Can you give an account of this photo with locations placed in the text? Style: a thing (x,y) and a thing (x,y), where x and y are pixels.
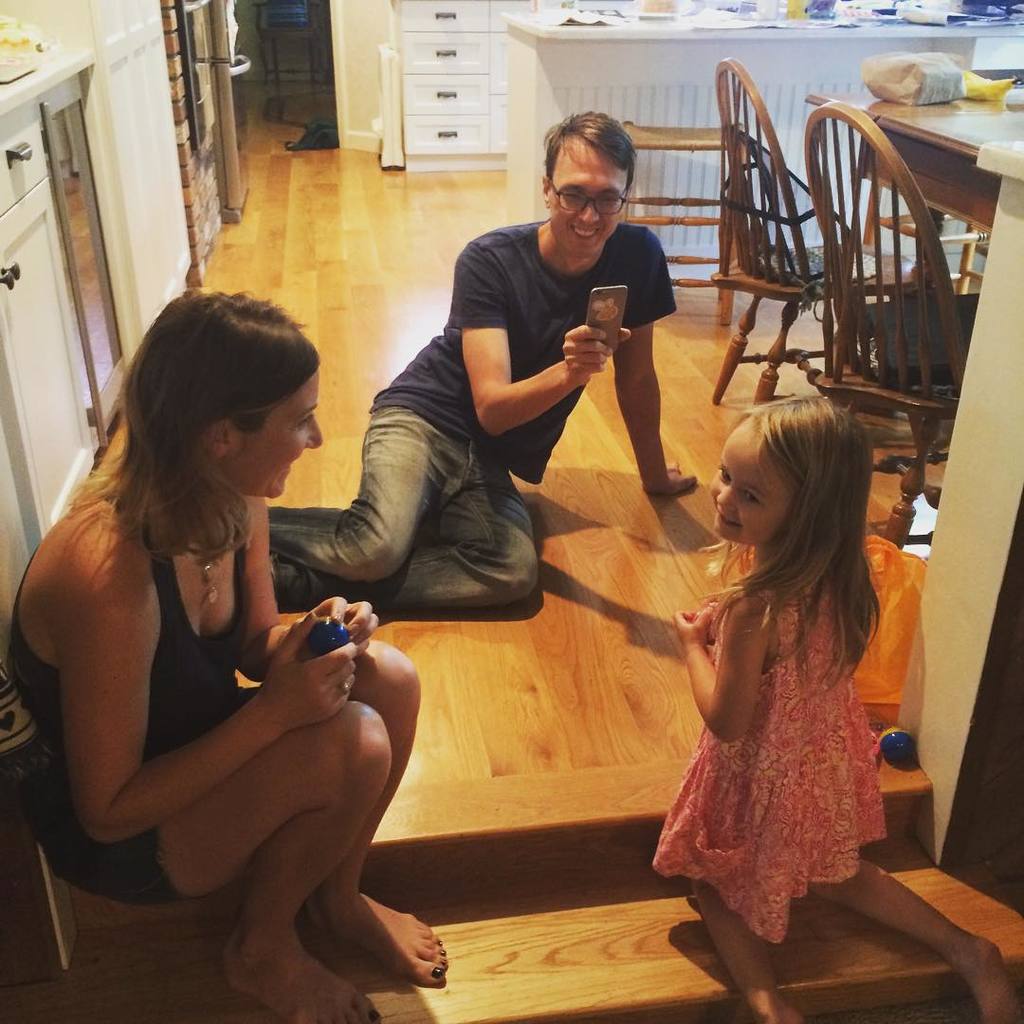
In this image I can see a man (626,379), a Woman (169,328) and a girl (781,619). I can see two of them are sitting on floor (345,487) and here he is holding a phone (605,315). I can also see smile on their faces (240,484) and here is wearing a specs (570,199). In the background (964,119) I can see few chairs (878,131) and a table (956,159).
